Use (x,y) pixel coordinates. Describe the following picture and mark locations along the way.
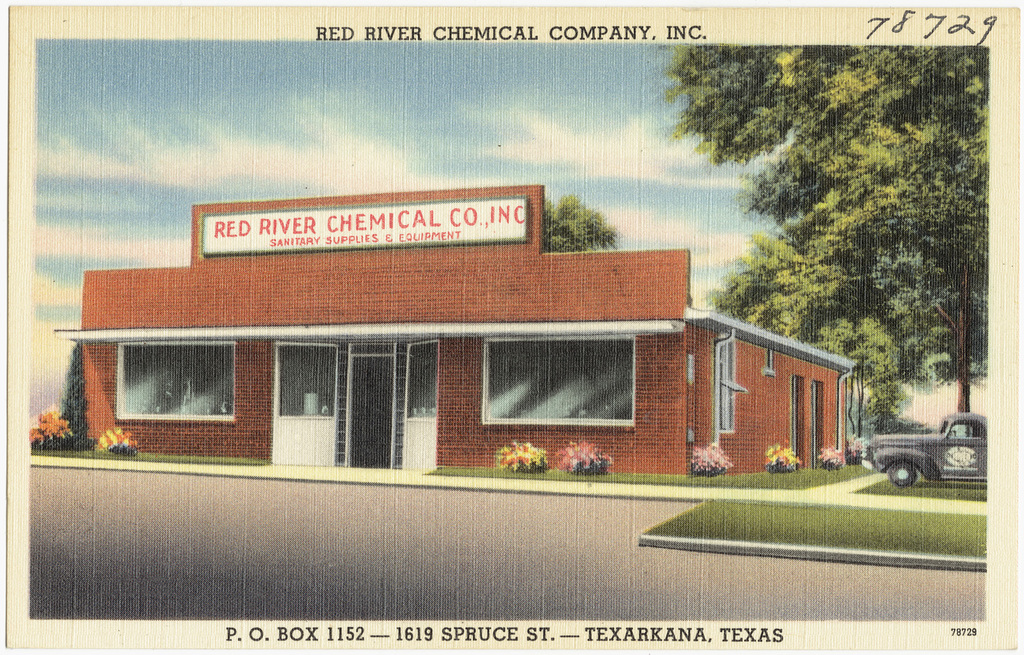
In this image, we can see a poster (283,37), on that poster (403,466) we can see a house (644,348) and a car (949,467), there are some plants (826,454) and trees (911,273), at the top (465,76) there is a sky (405,129) and we can see the road (345,588).
